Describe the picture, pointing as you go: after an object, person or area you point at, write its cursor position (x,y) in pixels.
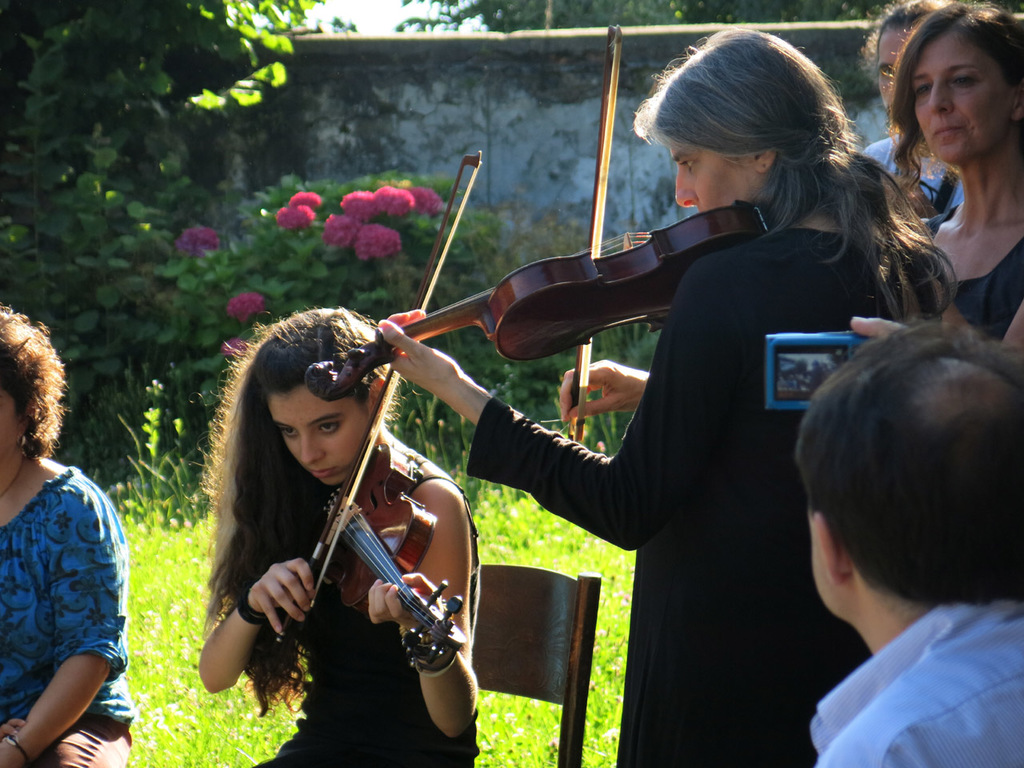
In this image i can see a woman (745,429) wearing a black jacket (718,397) standing and holding a violin (427,328) in her hand (433,352). To the left of the image (310,697) i can see another girl (426,579) sitting on the chair (515,653) and holding a violin (375,530) and another woman (8,339) sitting. TO the right of the image (867,537) i can see few other persons (942,169). In the background (190,490) i can see the grass (159,519), few plants (139,263), the wall (410,96), few trees (520,6) and the sky (380,15).
